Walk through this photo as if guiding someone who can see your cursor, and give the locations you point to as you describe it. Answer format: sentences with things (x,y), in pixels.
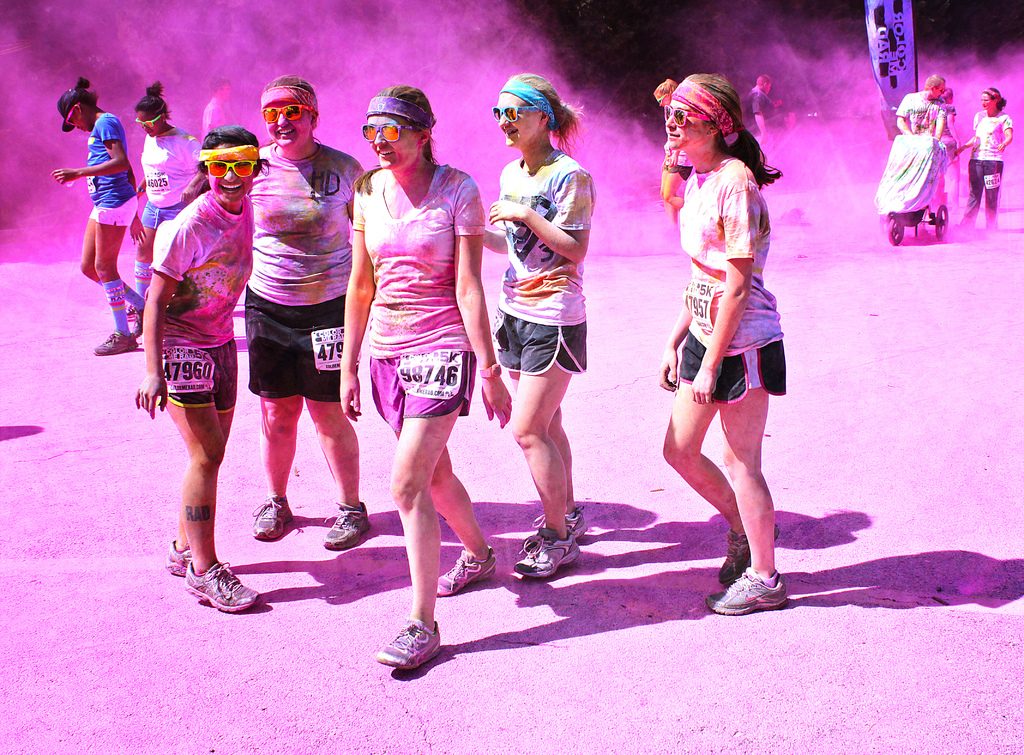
In this image we can see there are persons (473,358) standing on the ground (501,503). And there is an object (912,189) covered with cloth (921,155).
